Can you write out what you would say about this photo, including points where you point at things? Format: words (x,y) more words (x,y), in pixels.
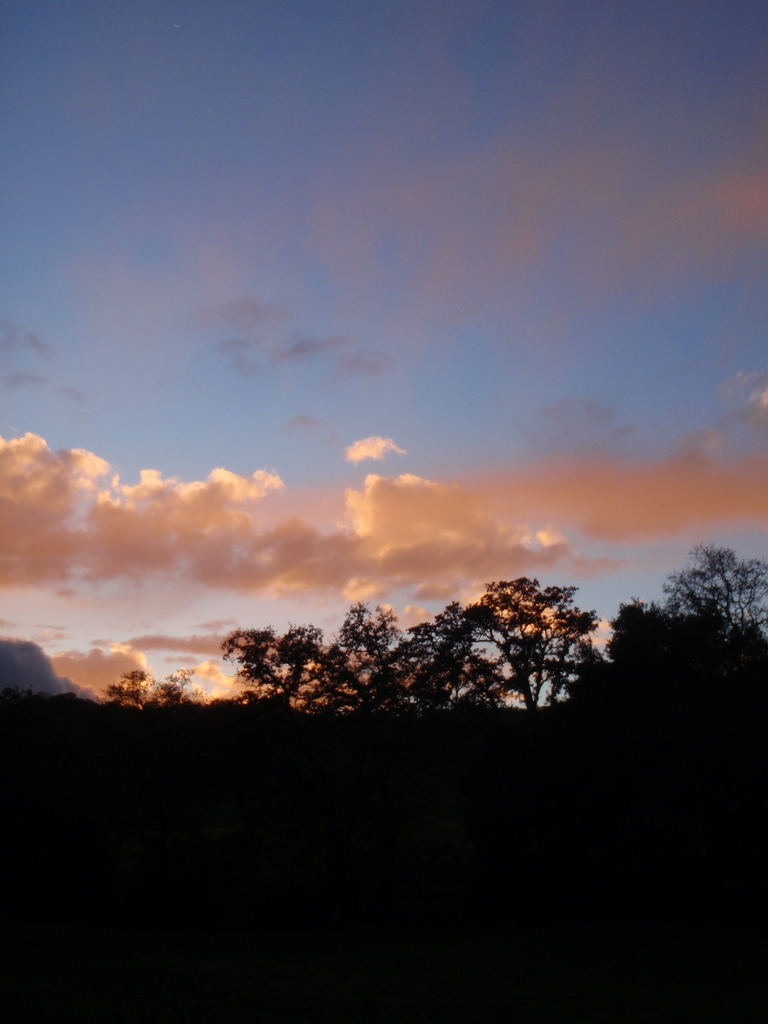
In front of the image there are trees (446,862). In the background of the image (336,527) there are clouds (65,565) in the sky (382,358).
